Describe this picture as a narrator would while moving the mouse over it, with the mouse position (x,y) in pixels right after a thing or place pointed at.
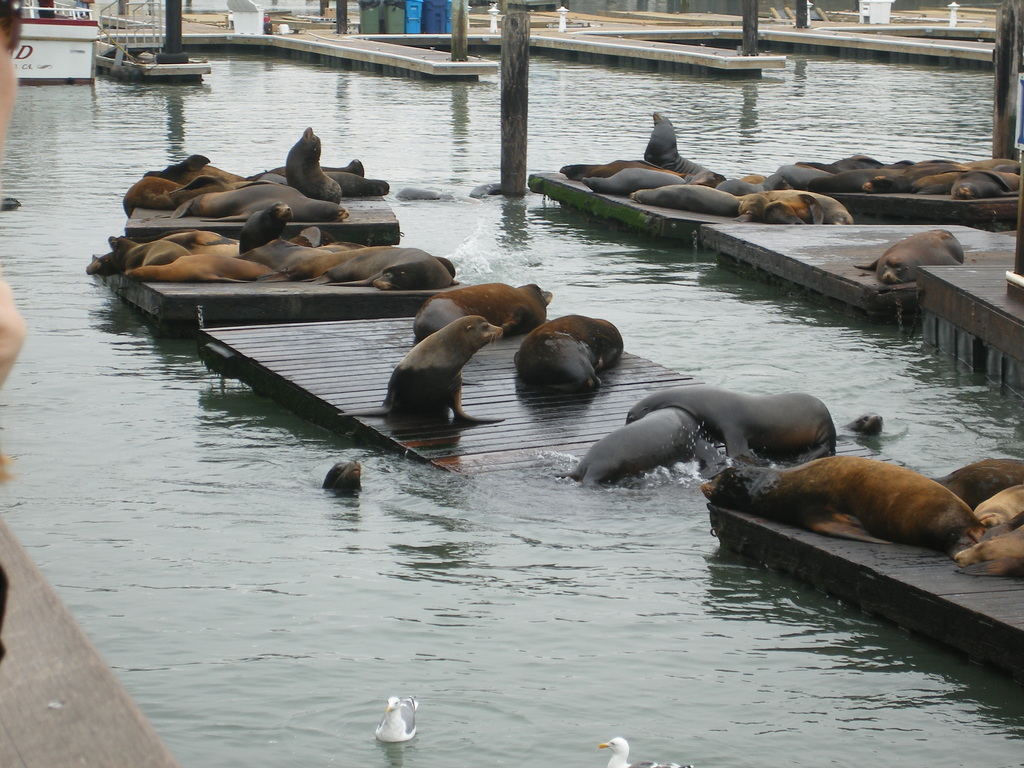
In the image there is a water surface (906,92) and on the water surface (906,92) there are wooden planks (410,320), on those planks (514,341) there are many seals (1000,542).
